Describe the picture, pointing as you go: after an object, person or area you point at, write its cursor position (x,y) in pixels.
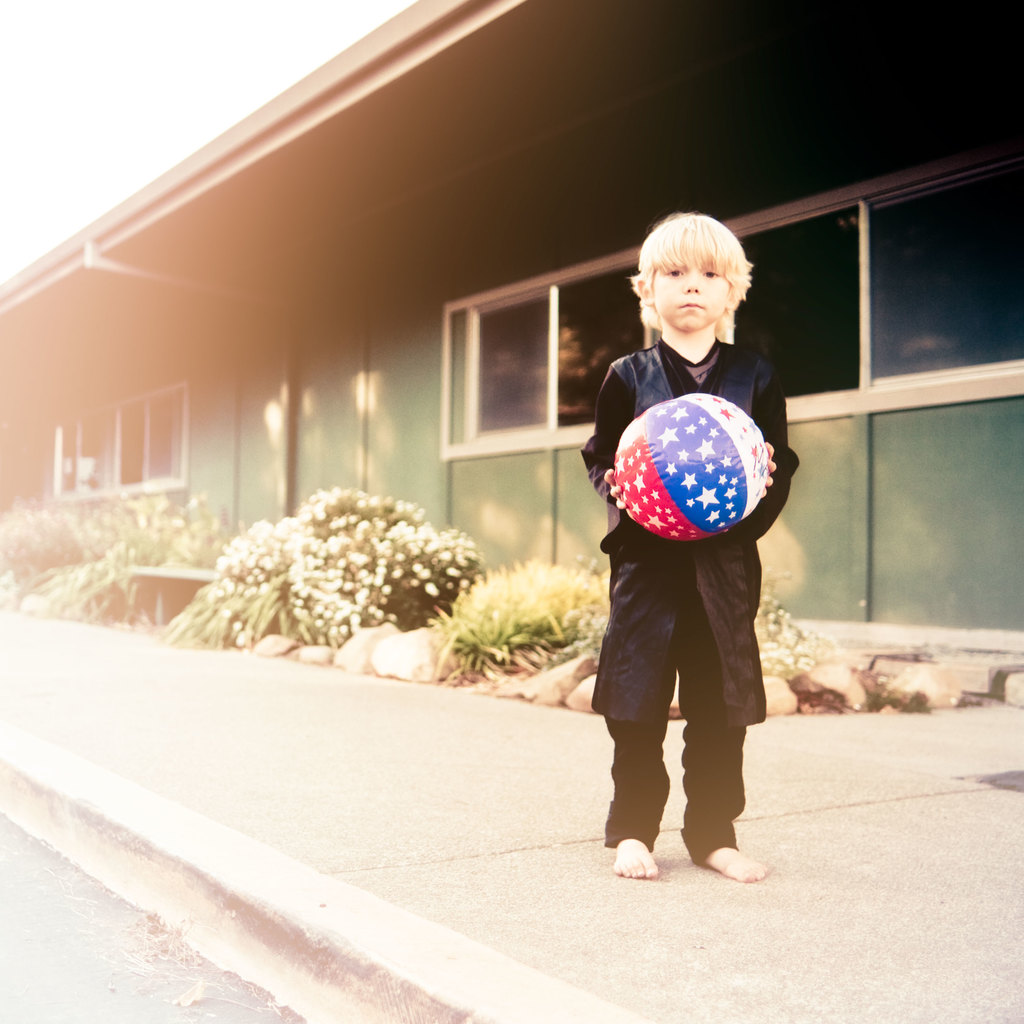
This image consists of a kid (711,590) wearing black dress (769,434) and holding a ball (671,468). At the bottom (384,863), there is a pavement (407,896). On the left (159,937), we can see a road (82,968). In the background (327,371), we can see a house (610,178) along with windows (737,333). Behind the kid (637,584), we can see small plants (30,513) and rocks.
